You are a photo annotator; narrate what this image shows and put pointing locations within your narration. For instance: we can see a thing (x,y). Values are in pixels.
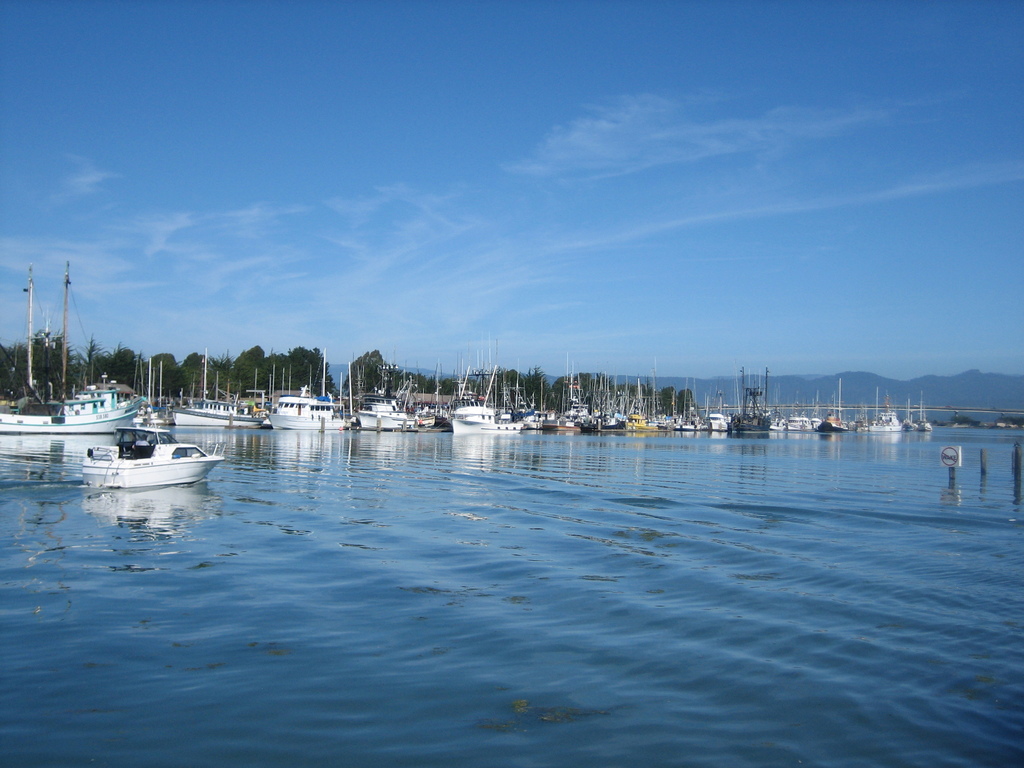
In the foreground of the picture (381,458) there is a water body (301,437). In the middle of the picture (382,399) we can see various boats (96,421) and trees (378,360). In the background (969,383) towards right (853,387) we can see hills (731,387). At the top (172,166) there is sky (647,236).
